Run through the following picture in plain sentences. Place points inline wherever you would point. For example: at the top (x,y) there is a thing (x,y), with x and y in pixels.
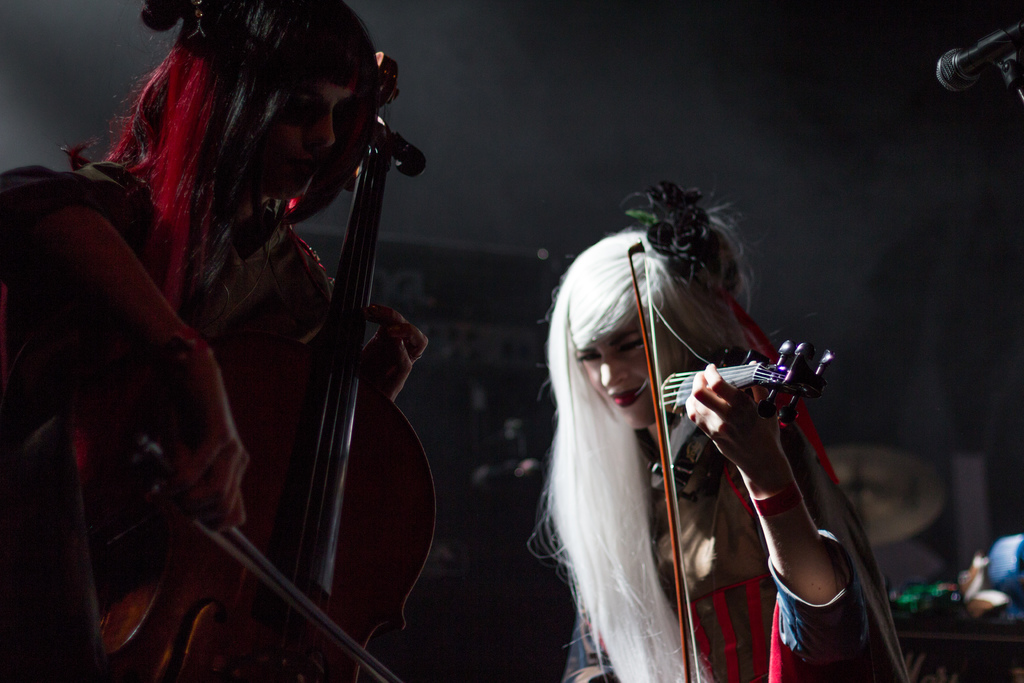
In this picture there are two persons (709,324) playing cello (142,501) and violin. At the back (976,600) there are drums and there are objects (904,586). At the top right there is a microphone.
